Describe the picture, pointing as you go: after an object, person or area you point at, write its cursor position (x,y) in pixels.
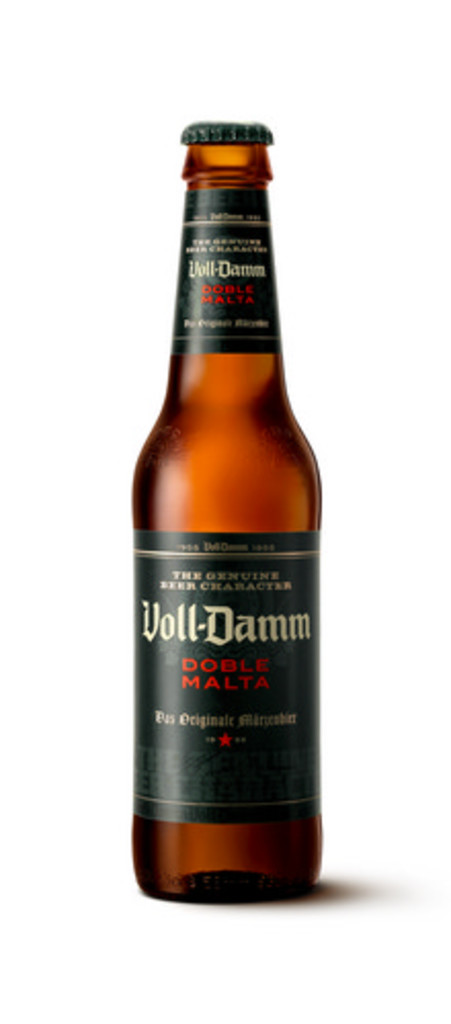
In the image there is a bottle (237,498). On the bottle (177,323) there are labels (180,347) with something (267,623) written on it.
